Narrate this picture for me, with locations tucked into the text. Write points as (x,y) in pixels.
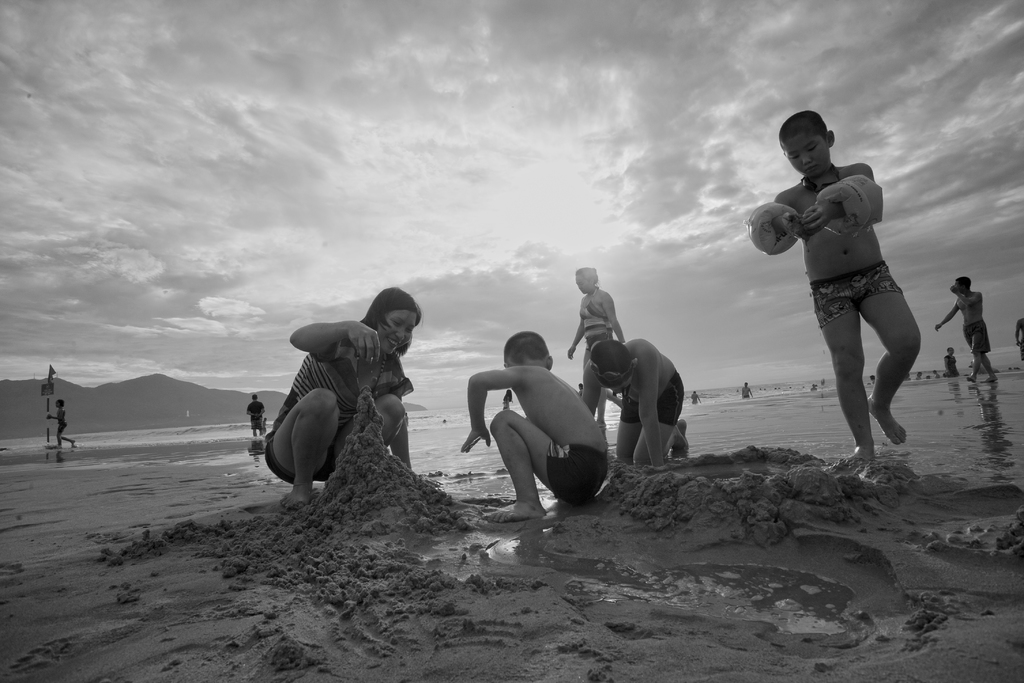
In this image I can see few people (300,401) playing with the mud (607,592). There are other people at the back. There is water (200,434) and mountains (229,414) at the back (139,388). There are clouds (353,185) in the sky (477,210) and this is a black and white image.
